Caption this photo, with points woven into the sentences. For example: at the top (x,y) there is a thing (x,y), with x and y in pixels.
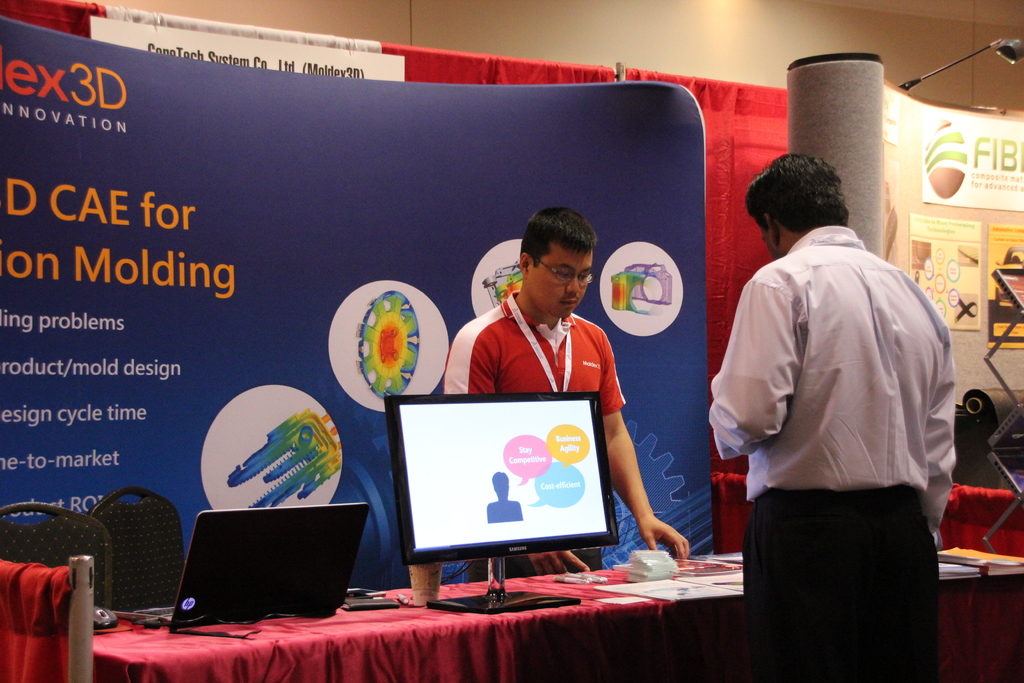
In this image we can see two men (768,432) standing beside a table (585,676) containing some laptops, wires (213,635), a mouse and some papers (691,579) on it. We can also see some chairs (174,585), pillar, a light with a stand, a metal frame (1000,285), a board (1,320) with some text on it, some curtains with the poles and a wall (569,9).
